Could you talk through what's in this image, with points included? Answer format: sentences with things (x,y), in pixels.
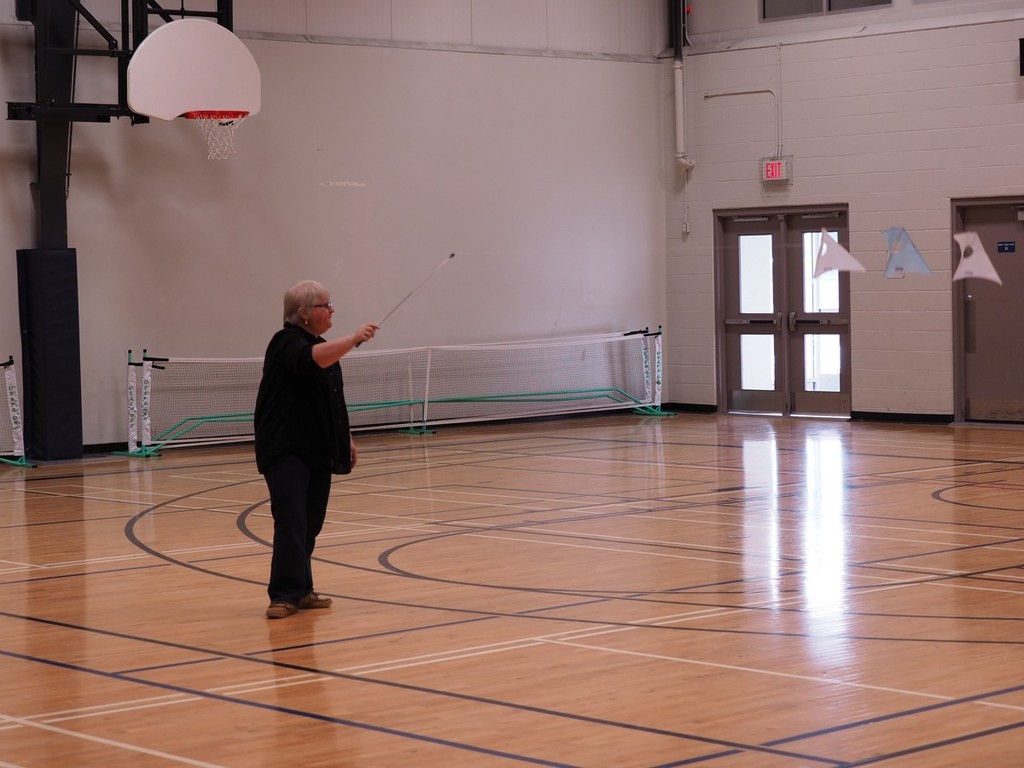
In this image, we can see a woman (321,462) is holding a stick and standing on the floor (462,623). Background (461,311) we can see nets (386,427), wall (416,301), doors (1007,279), basket (237,120), stand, sign board (779,167), pipes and glass objects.
